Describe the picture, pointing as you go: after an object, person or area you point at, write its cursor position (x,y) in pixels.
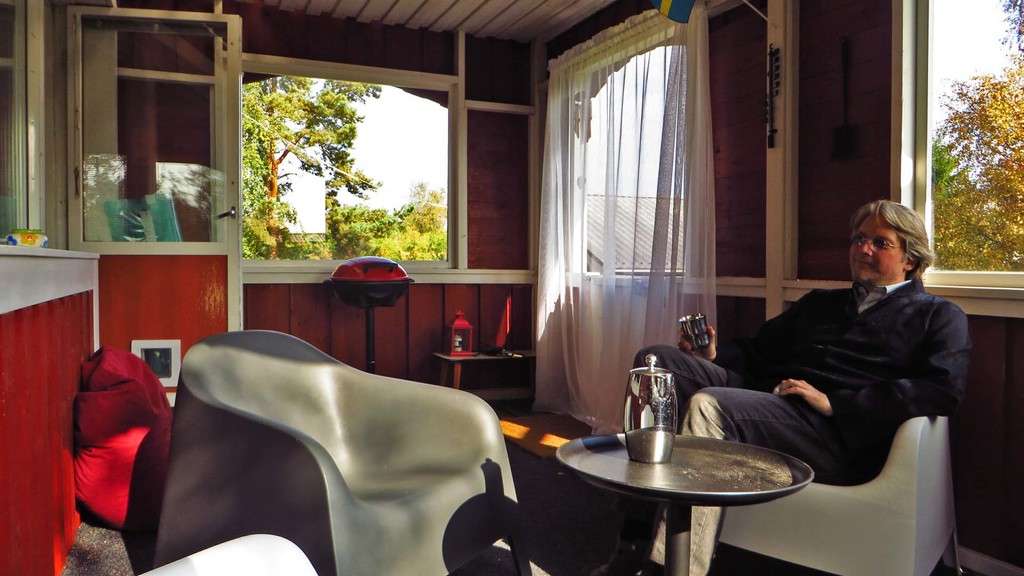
On the background (390,173) we can see window (424,192), curtains (674,231), door (189,155) and a tree (315,143). Here we can see a man (829,403) sitting on a chair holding a glass (697,336) in his hand (715,347) in front of a table (717,492) and on the table (729,458) we can see a jar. We can see empty chairs (398,453) here. This is a floor (582,486).
